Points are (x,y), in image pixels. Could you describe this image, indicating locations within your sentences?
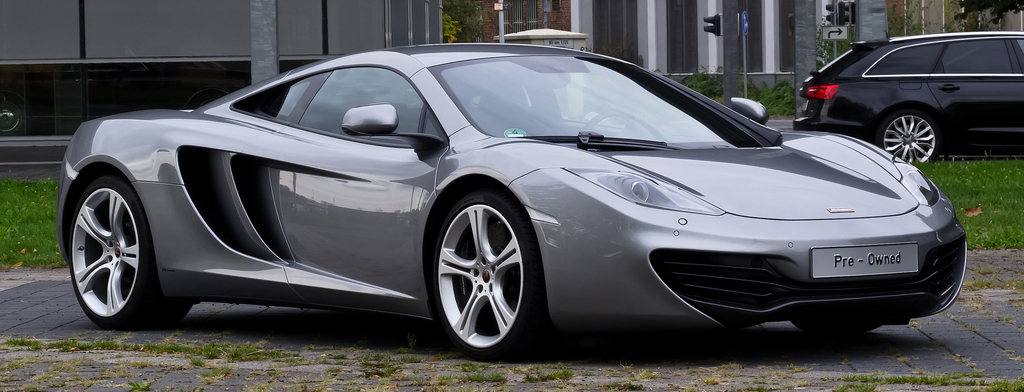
In the picture I can see vehicles (755,153) on the ground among them the vehicle (479,185) in the front (384,215) is grey in color. In the background (254,53) I can see buildings (586,22), poles (729,53), a sign board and some other objects (524,33) on the ground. Here I can see the grass (998,212).
